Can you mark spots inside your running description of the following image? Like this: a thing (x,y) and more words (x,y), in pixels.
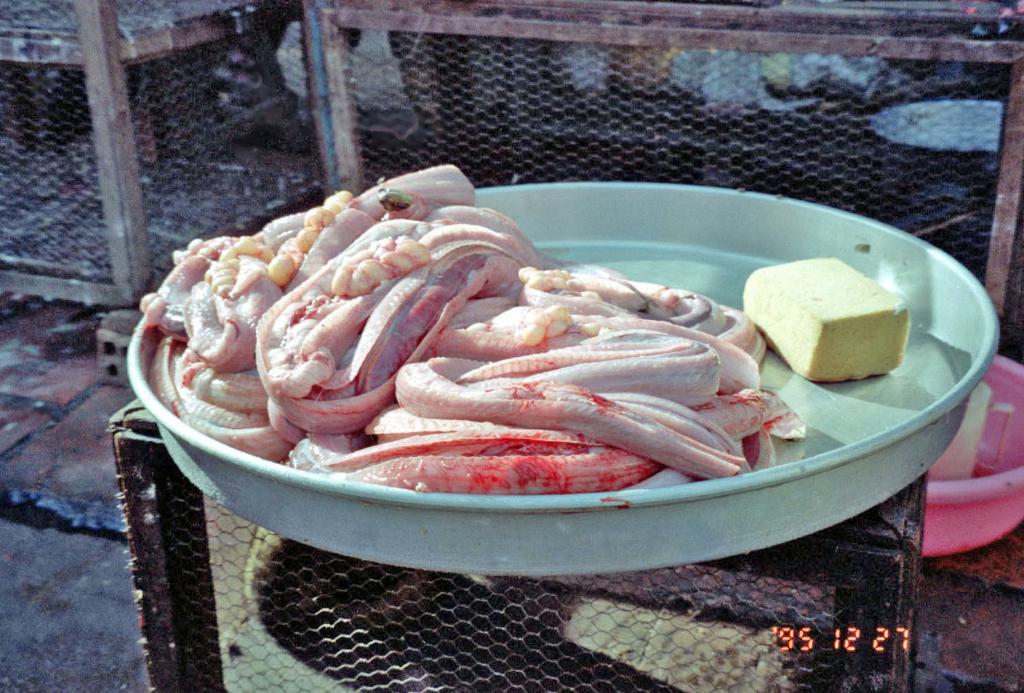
Here we can see meat (485,447) and containers (862,432). This is mesh (136,84).
